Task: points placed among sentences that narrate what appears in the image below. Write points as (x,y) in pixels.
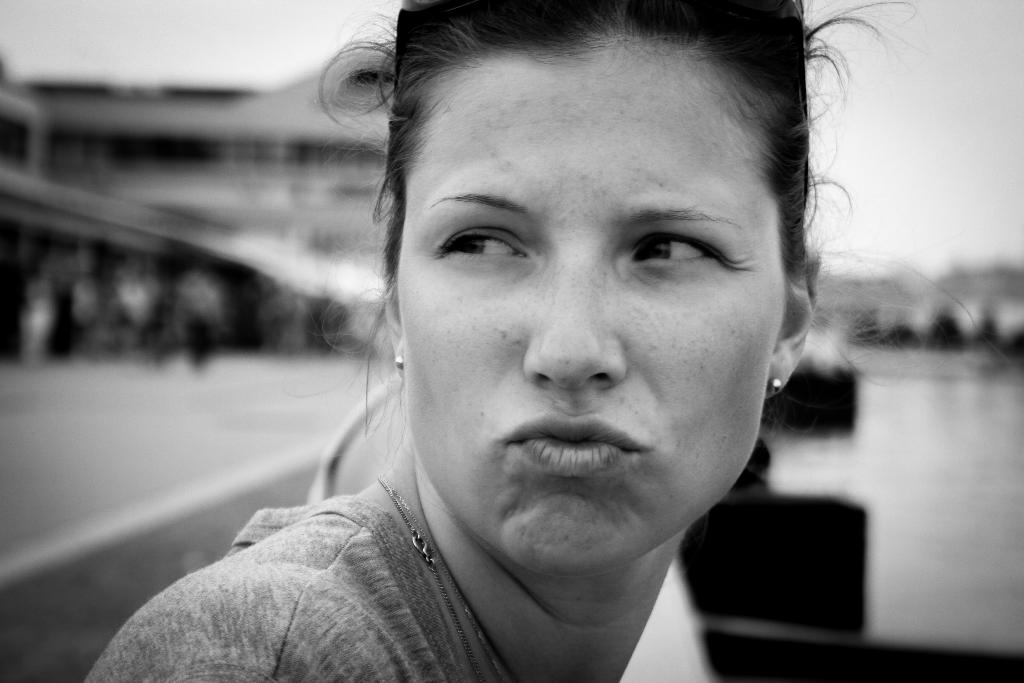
In this picture we can see a woman (700,415), behind her we can see blurry background (309,238) and it is a black and white photography.
